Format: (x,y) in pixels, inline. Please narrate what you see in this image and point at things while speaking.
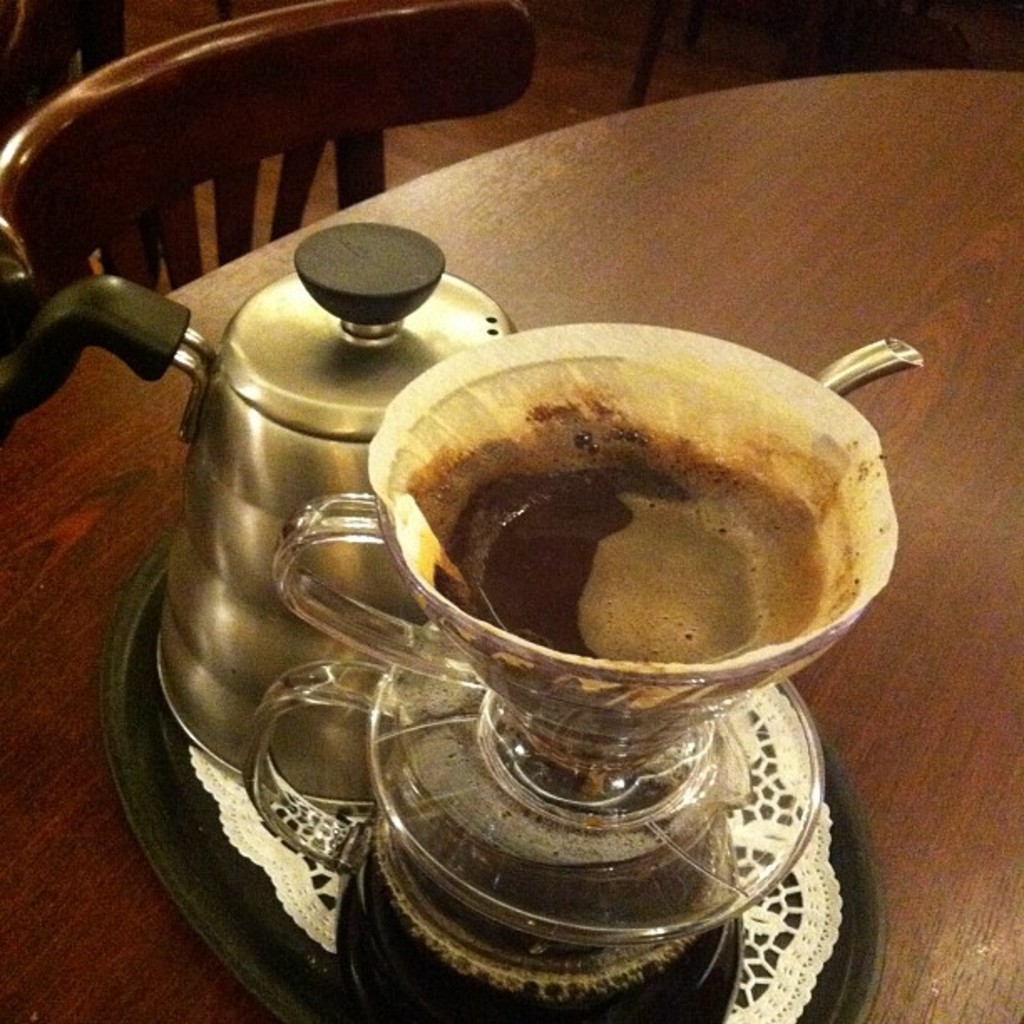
In the foreground of this image (689,565), there are two jars (425,969) on a black tray (205,847) and we can also see a cup (541,594) over a jar (643,991). This tray (203,832) is placed on a wooden table (980,560). At the top (198,133), there is a chair (238,108).
